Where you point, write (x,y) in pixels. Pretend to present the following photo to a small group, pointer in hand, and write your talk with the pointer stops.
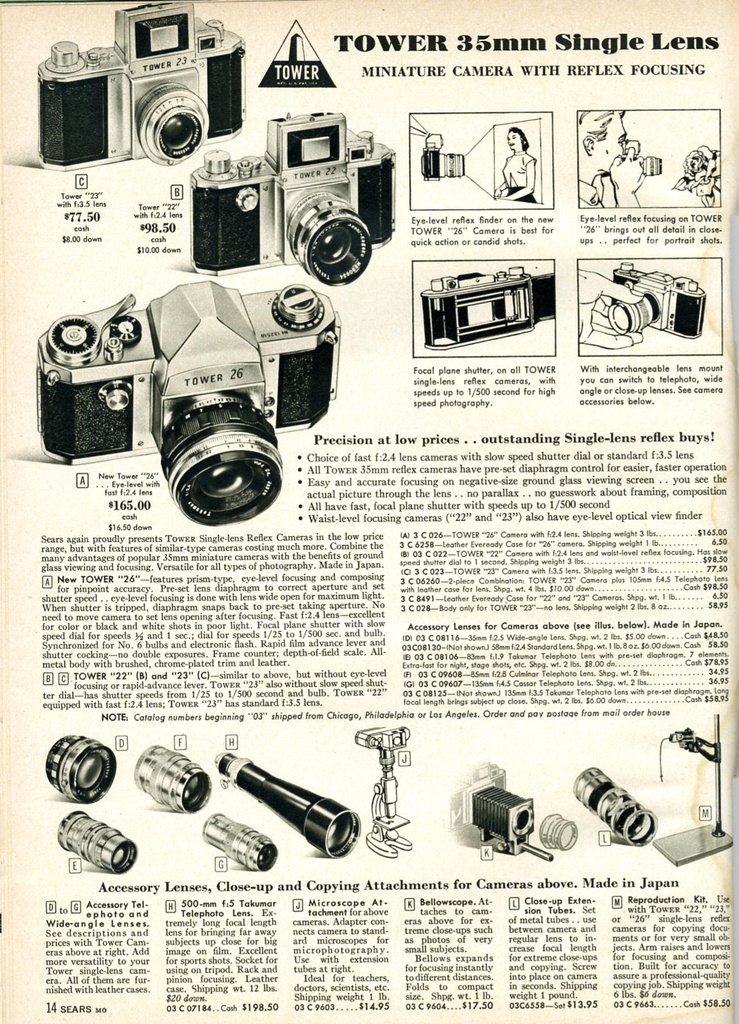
This is a newspaper (399,108). In which, we can see there are images of cameras (649,166), lenses (114,853) and there are black color texts (91,591). And the background of this image (16,795) is white in color.
